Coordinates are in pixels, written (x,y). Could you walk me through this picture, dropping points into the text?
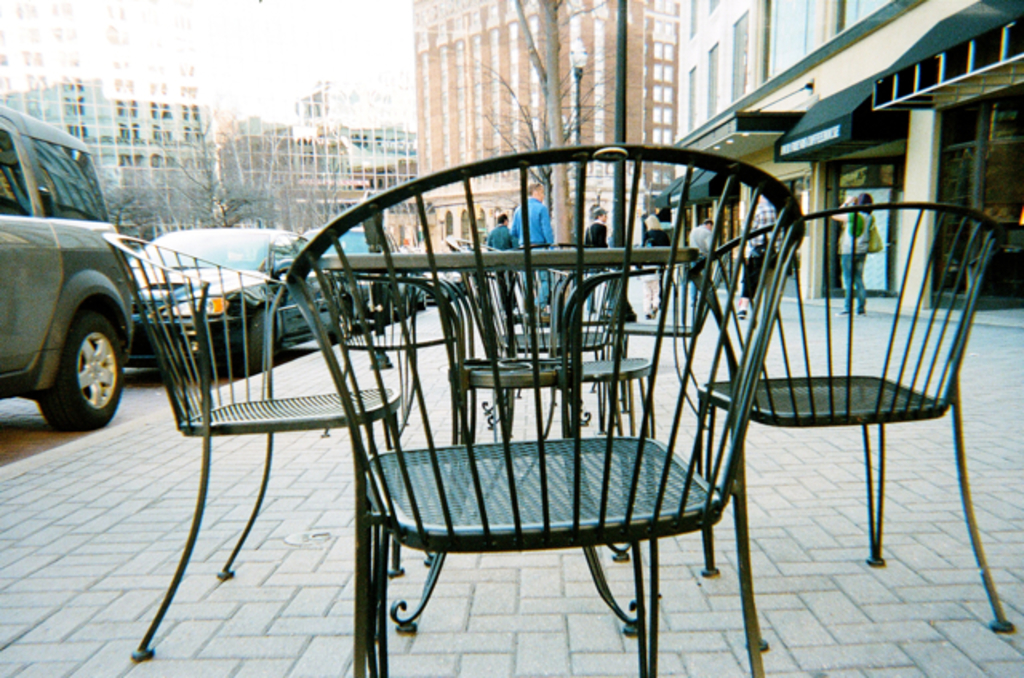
In this image we can see chairs (537,388) and table (683,259). In the background of the image (446,217) we can see people (606,219), cars (14,313), buildings (514,137) and trees (562,118).
